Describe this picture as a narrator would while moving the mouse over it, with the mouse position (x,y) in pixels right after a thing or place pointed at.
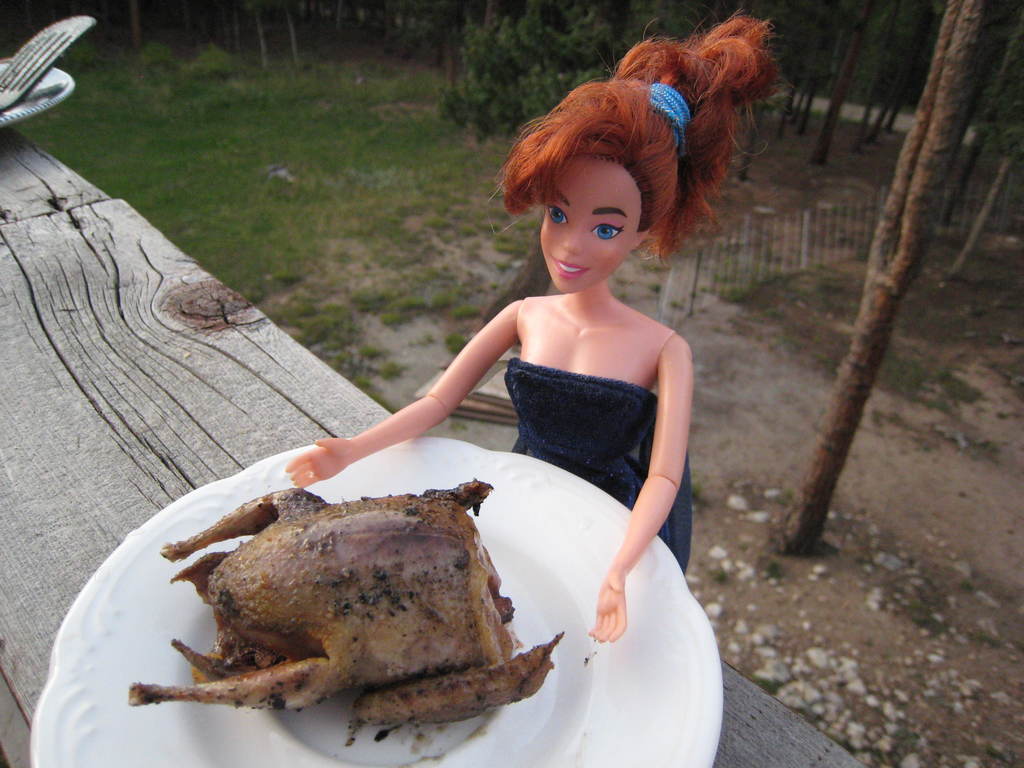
In this image, I can see a doll (664,505) and there is a food item (368,616) in a plate (598,686), which is on a wooden surface (202,456). At the top left corner of the image (33,60), I can see a spatula (27,73) and a plate (54,87). In the background (447,102), there are trees (981,120), fence (781,244), rocks (279,173) and grass (453,315).
